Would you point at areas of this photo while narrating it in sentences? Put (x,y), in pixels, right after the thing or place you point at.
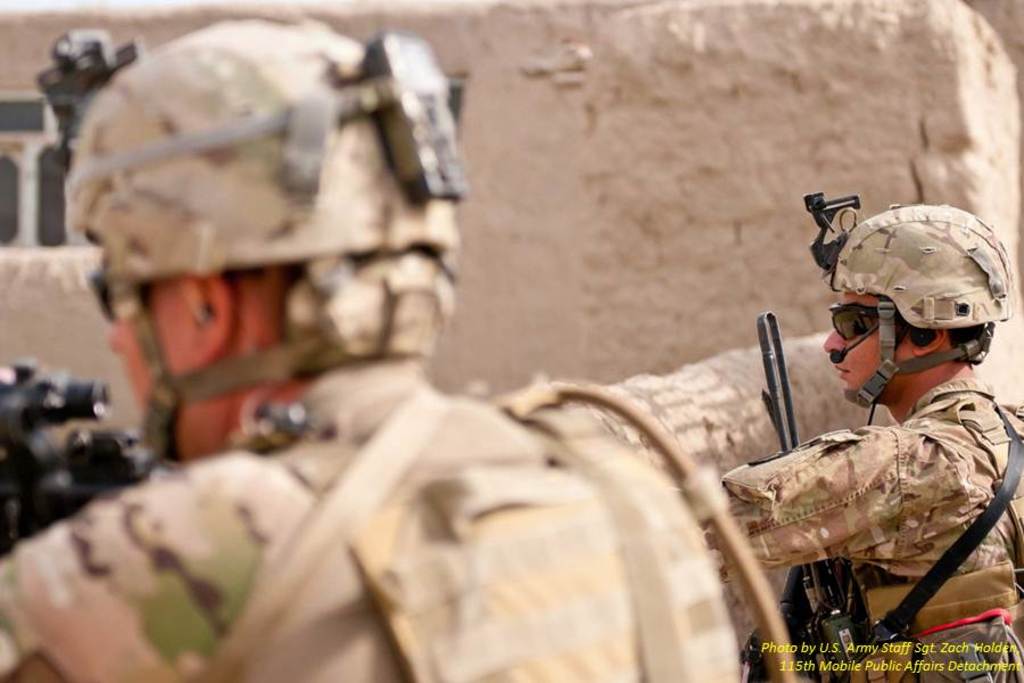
In this picture we can see two people (934,478) wore helmets (860,293), goggles (868,322) and holding guns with their hands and in the background (504,188) we can see a window (52,129), walls (714,144).
